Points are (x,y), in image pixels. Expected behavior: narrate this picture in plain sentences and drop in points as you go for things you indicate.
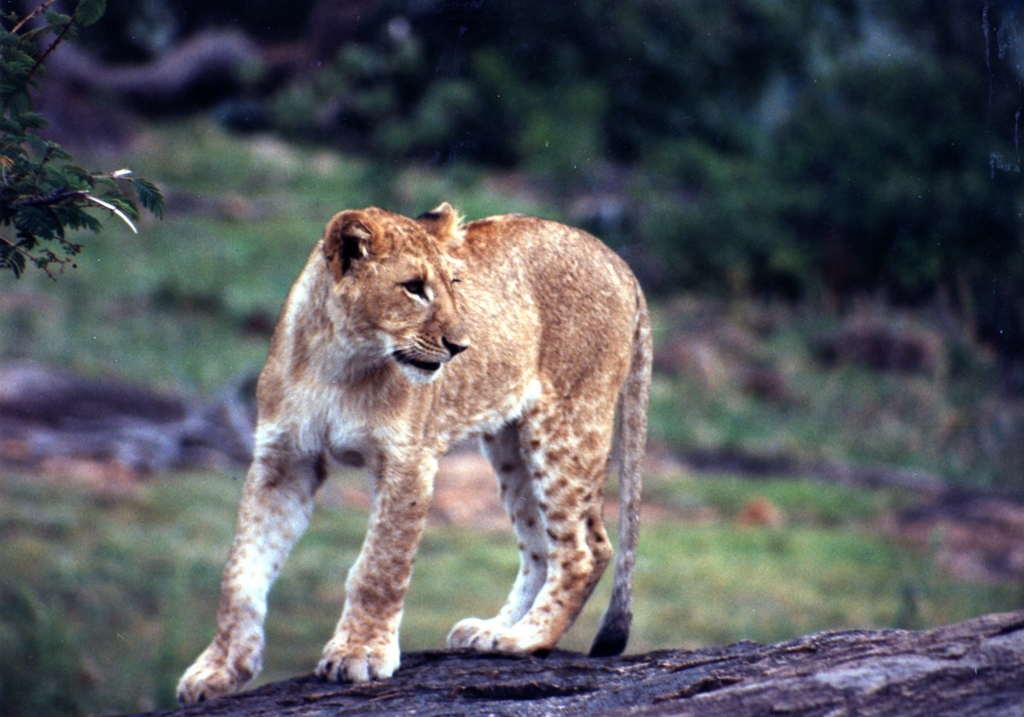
In this image we can see a lion cub (617,379) standing on the rock (614,659). In the background (1000,302), we can see group of trees (42,217).
